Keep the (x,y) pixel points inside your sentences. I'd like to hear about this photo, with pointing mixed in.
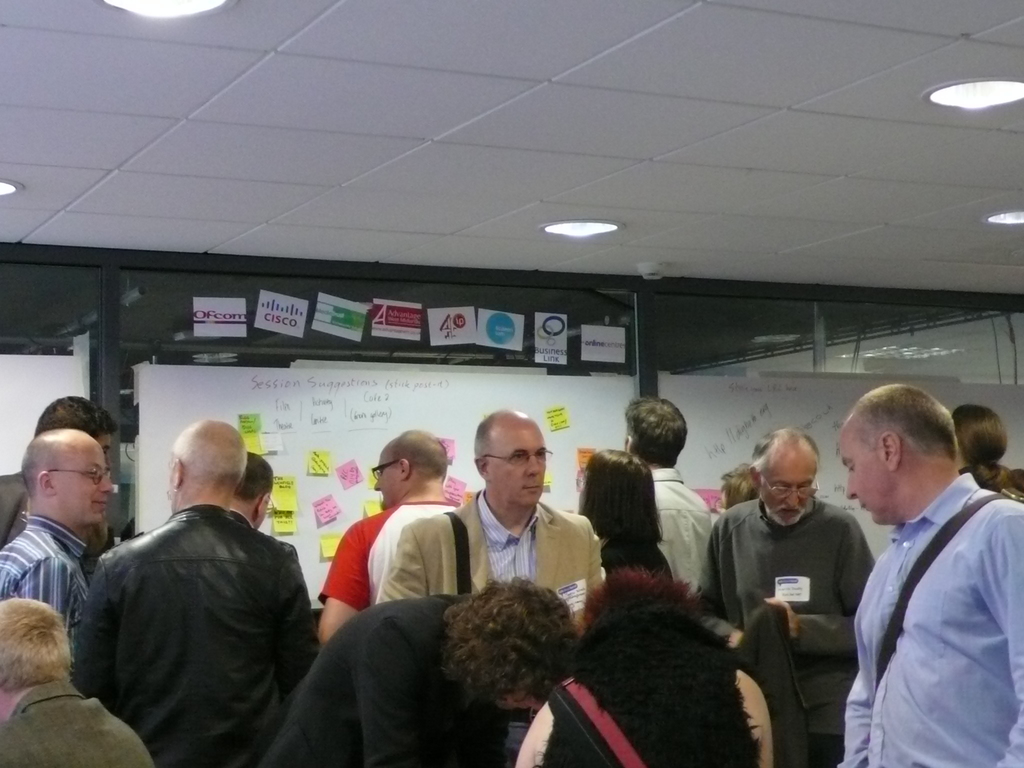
At the bottom of the image (365,700), we can see a group of people (317,672). Background we can see posters (166,413), stickers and glass objects (732,343). Top of the image (464,177), we can see the ceiling (337,199) and lights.
